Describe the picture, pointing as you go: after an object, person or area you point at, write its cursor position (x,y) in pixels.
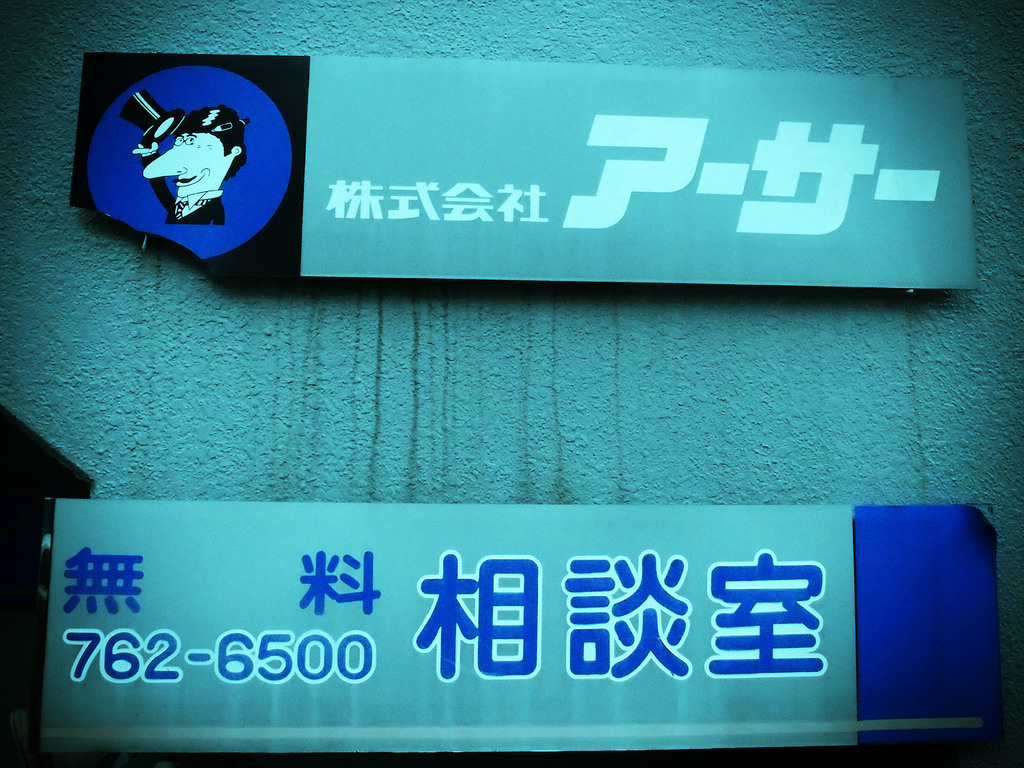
In this image I can see 2 boards (482,531) on a wall (144,298).
